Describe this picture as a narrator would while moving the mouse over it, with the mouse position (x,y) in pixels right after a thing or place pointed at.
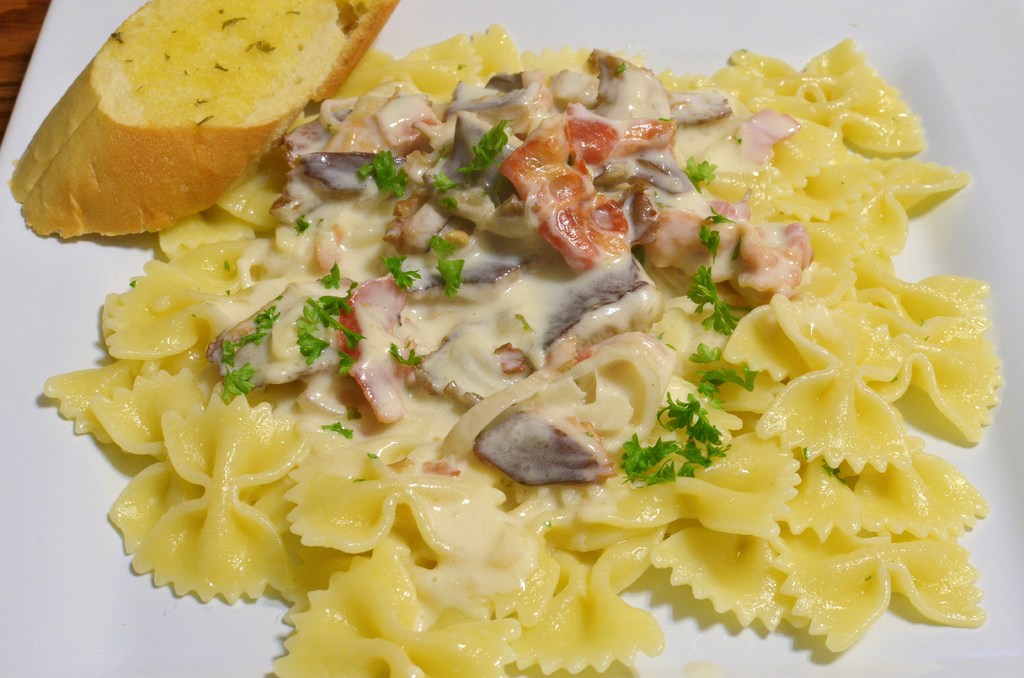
In the image we can see there is a food item (513,279) kept in the plate (79,673) and there is a bread piece (230,92) kept along with it on the plate (29,562).
